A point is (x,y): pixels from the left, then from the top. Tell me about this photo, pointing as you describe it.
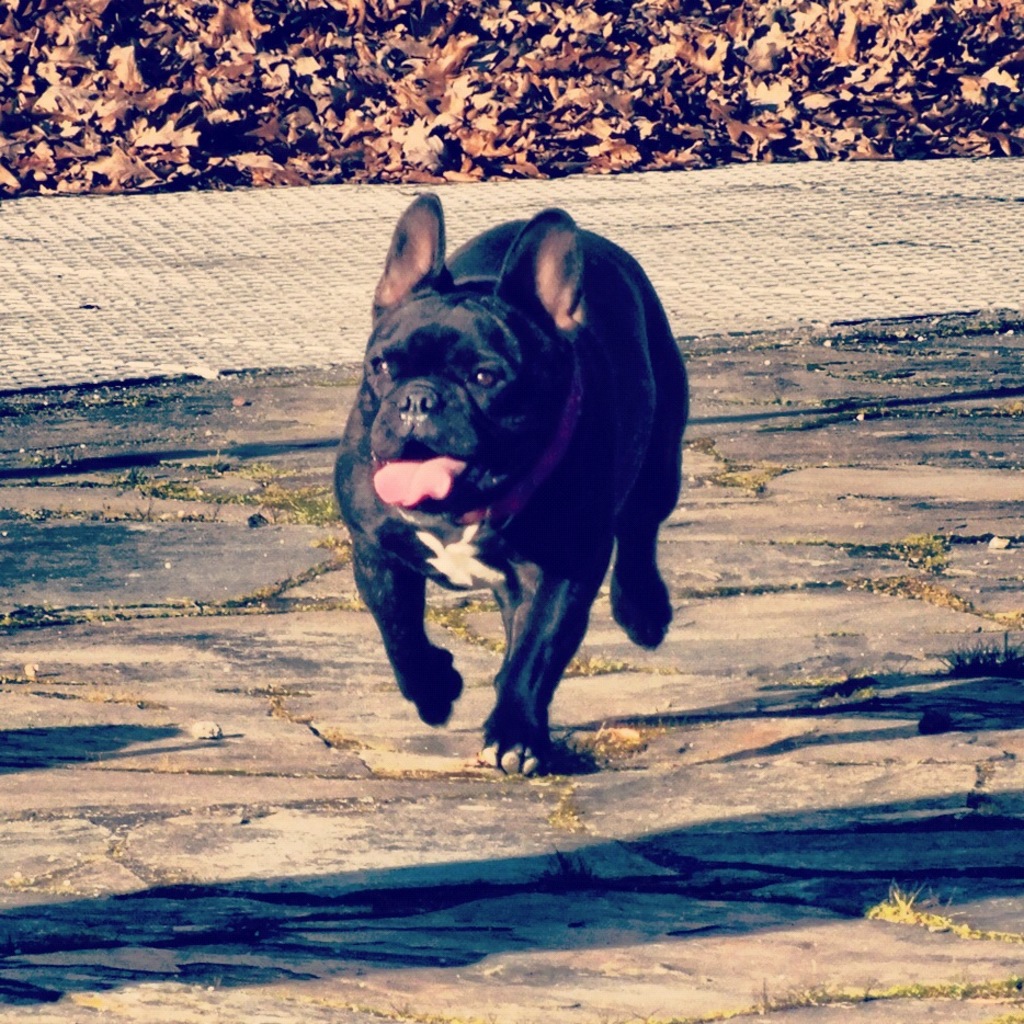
In the center of the image (495,475) we can see dog (419,576) running on the ground (481,628). In the background (626,143) we can see leaves (710,124).
